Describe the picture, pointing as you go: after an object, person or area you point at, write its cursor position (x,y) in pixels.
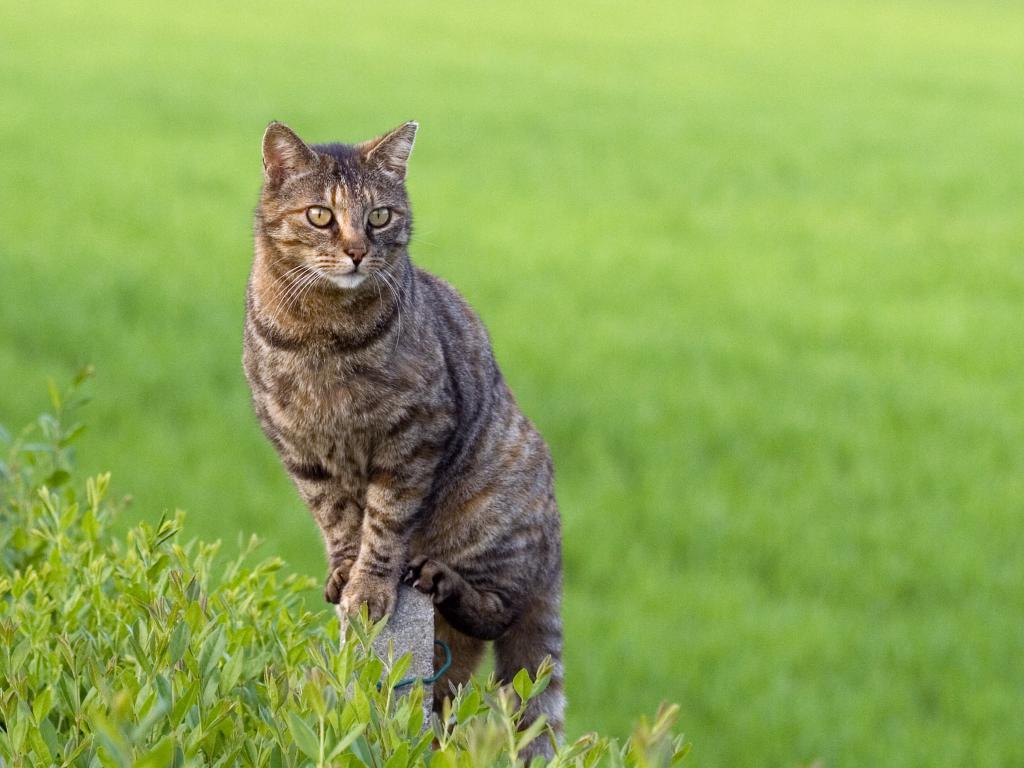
In this image there is a cat (369,153) standing on a rock (405,638). Left bottom there are few plants (176,681) having leaves (298,675). Background (680,471) is blurry.
